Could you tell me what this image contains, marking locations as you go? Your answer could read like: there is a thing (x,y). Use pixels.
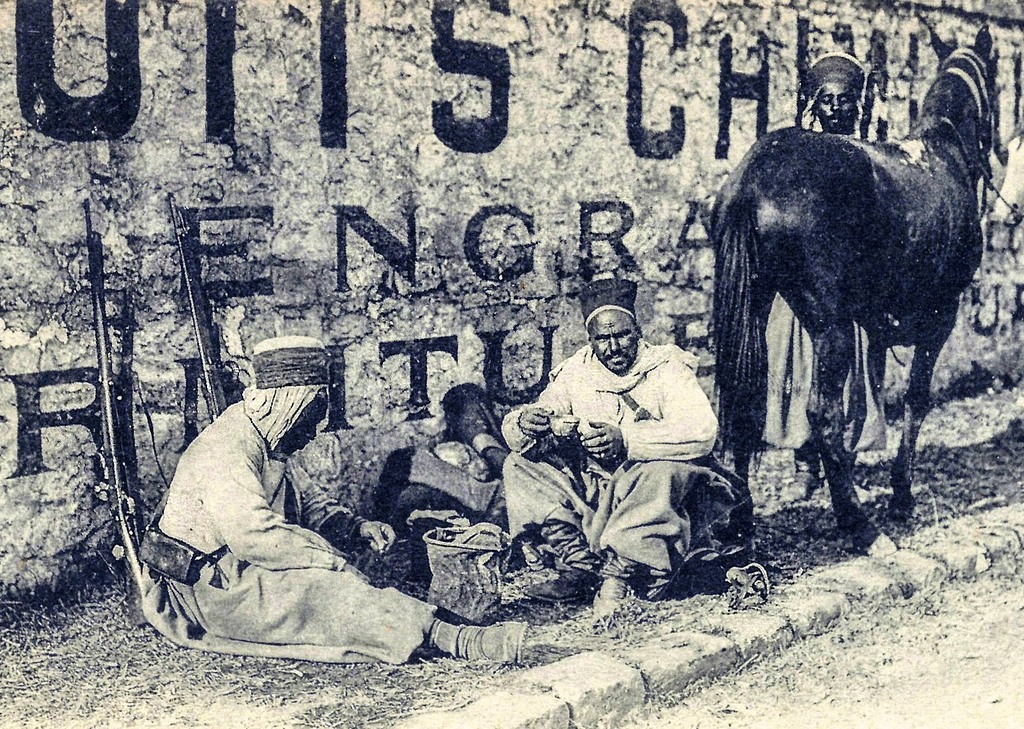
As we can see in the image there is a wall (228,98), black color horse (963,233) and few people (521,422) here and there.
